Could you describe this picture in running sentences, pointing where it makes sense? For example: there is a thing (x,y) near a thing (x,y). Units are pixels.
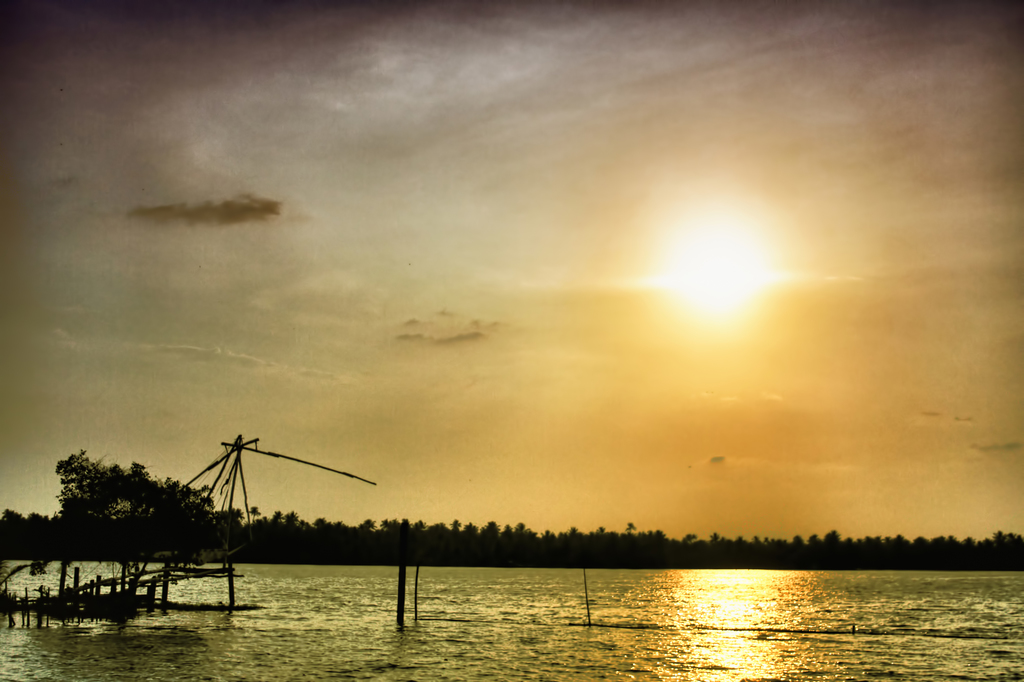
Here we can see water (773,623). Background (184,86) we can see trees (198,493) and sky (371,389) with clouds (395,19).
